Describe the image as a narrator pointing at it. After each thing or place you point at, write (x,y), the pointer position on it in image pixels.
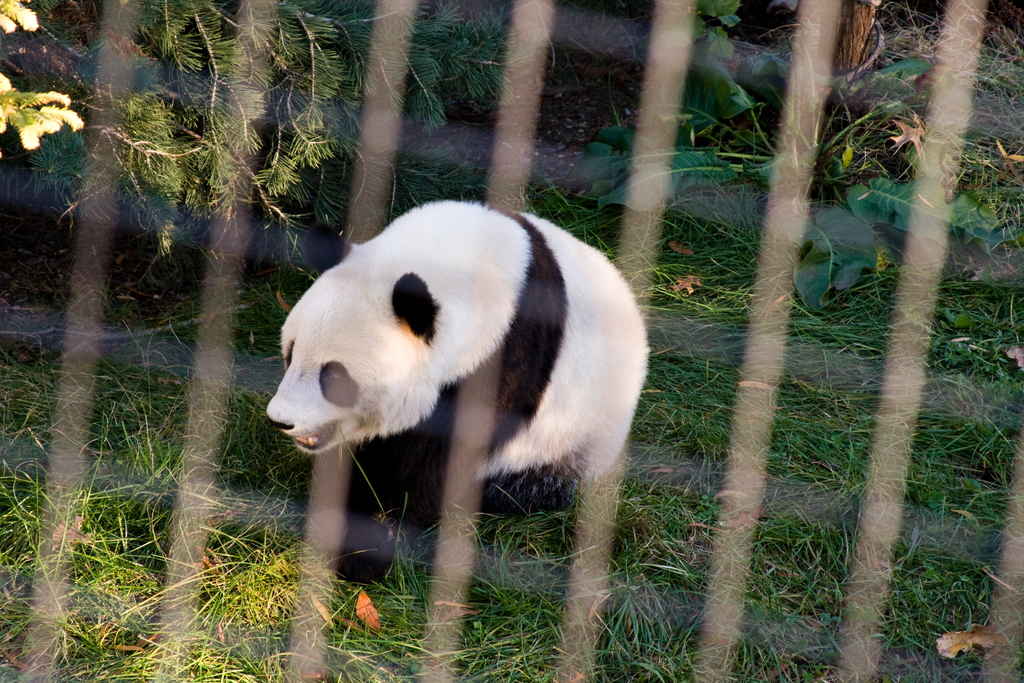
As we can see in the image there is panda bear (510,340), grass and tree (169,98).
